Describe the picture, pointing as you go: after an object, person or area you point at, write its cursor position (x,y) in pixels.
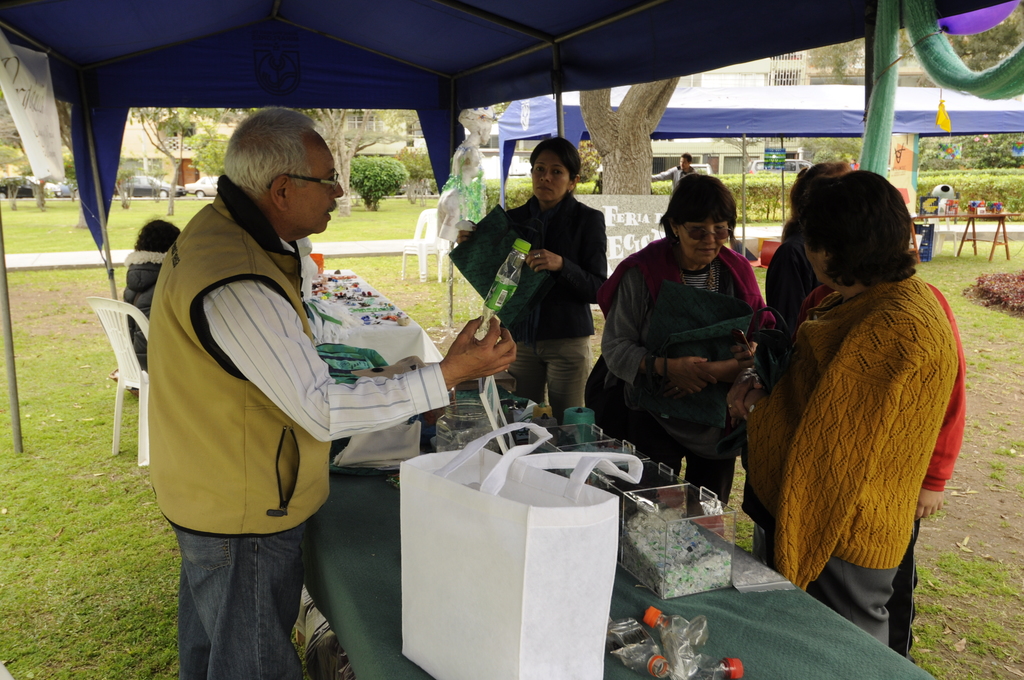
In this image I can see an open grass ground (47,210) and on it I can see few chairs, few tables (817,642) and I can see few people (256,138) are standing. On this tables (334,311) I can see few bottles (625,644), a white colour bag (520,508) and few other things (704,548). I can also see blue colour tents (516,108), trees (1011,27) and buildings (390,122).
